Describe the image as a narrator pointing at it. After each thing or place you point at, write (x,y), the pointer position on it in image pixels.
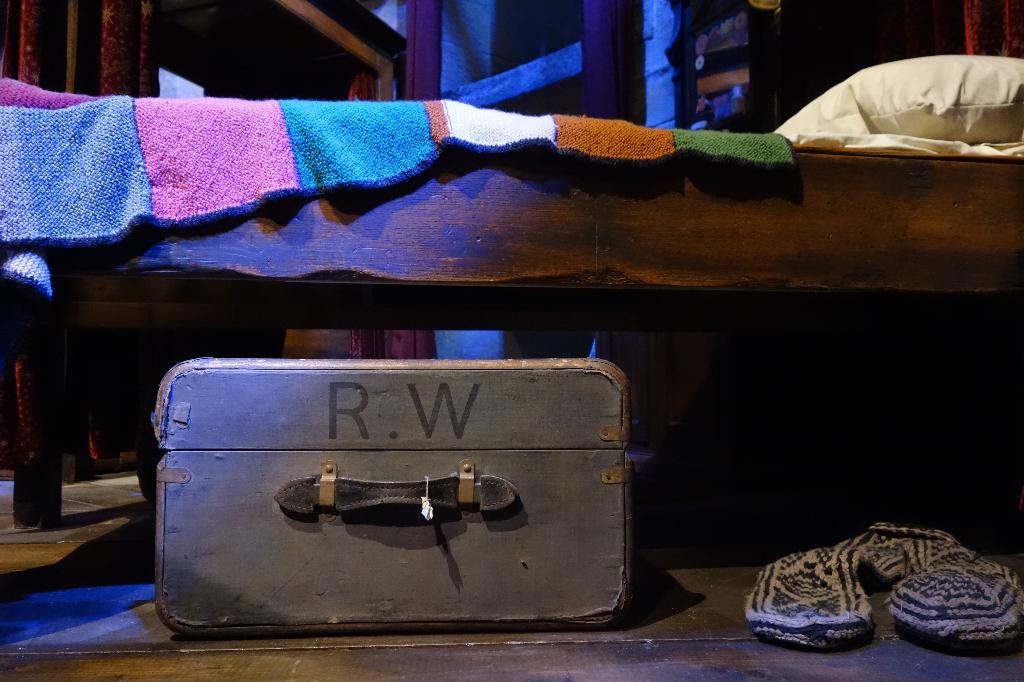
There is a room (664,362). There is a cot (686,181). There is a cloth (344,141) and pillow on a cot (431,207). At the bottom (346,545) we have a box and socks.
